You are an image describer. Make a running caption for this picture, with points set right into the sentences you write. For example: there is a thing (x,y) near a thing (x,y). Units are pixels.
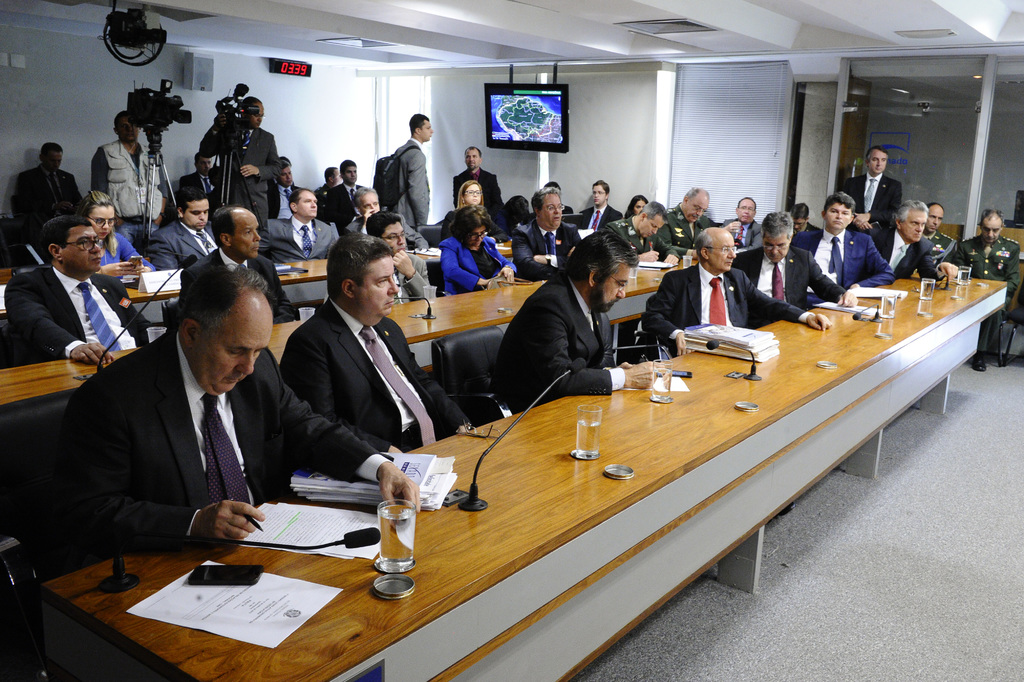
There are few people (404,231) sitting on the chairs (484,377). This is the table (677,433) with mike's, water glass (663,373) and some papers (289,593) on it. At background (142,160) i can see few people (249,157) standing. These are the two video recorders (189,119). This looks like the projector (163,34) attached to the rooftop (166,19). This is the screen (539,84) hanging.
